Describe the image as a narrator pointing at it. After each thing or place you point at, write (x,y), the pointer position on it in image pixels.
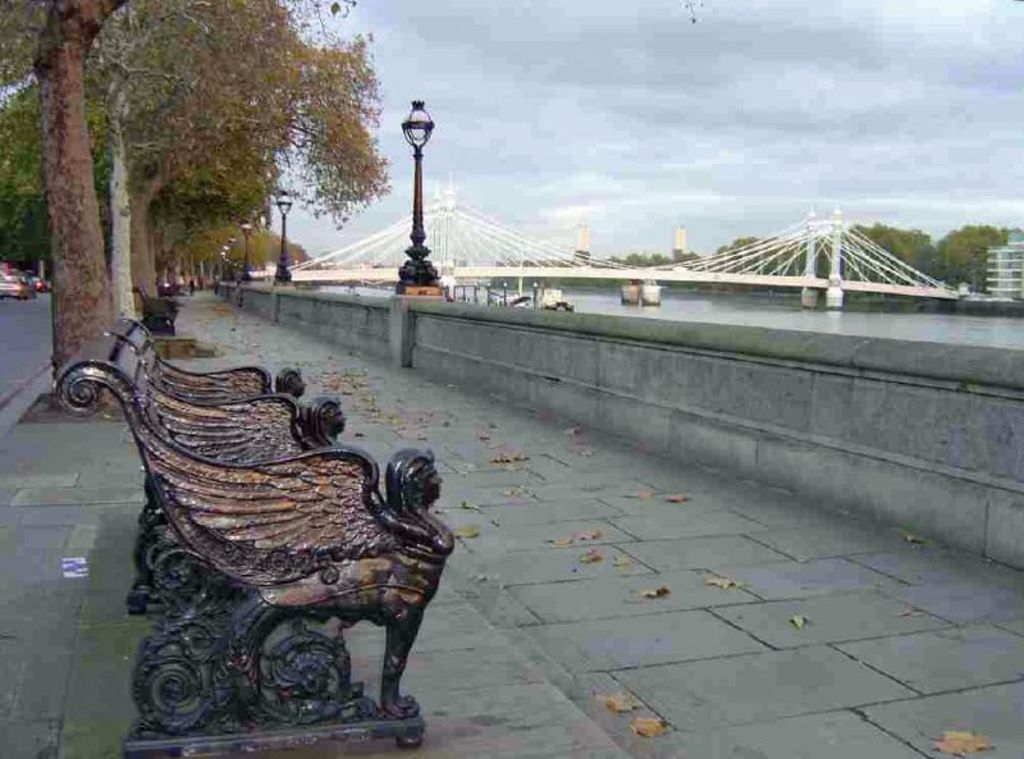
In the foreground of the image (355,578) there is a bench (319,457). There is a pathway (566,441). There are trees (145,210). To the right side of the image (792,271) there is a bridge (892,257), trees (921,252), water (902,315), light pole (419,184) and sky (515,101). To the left side of the image (30,341) there is a road (19,358). There are vehicles (23,276) on the road (24,300).
